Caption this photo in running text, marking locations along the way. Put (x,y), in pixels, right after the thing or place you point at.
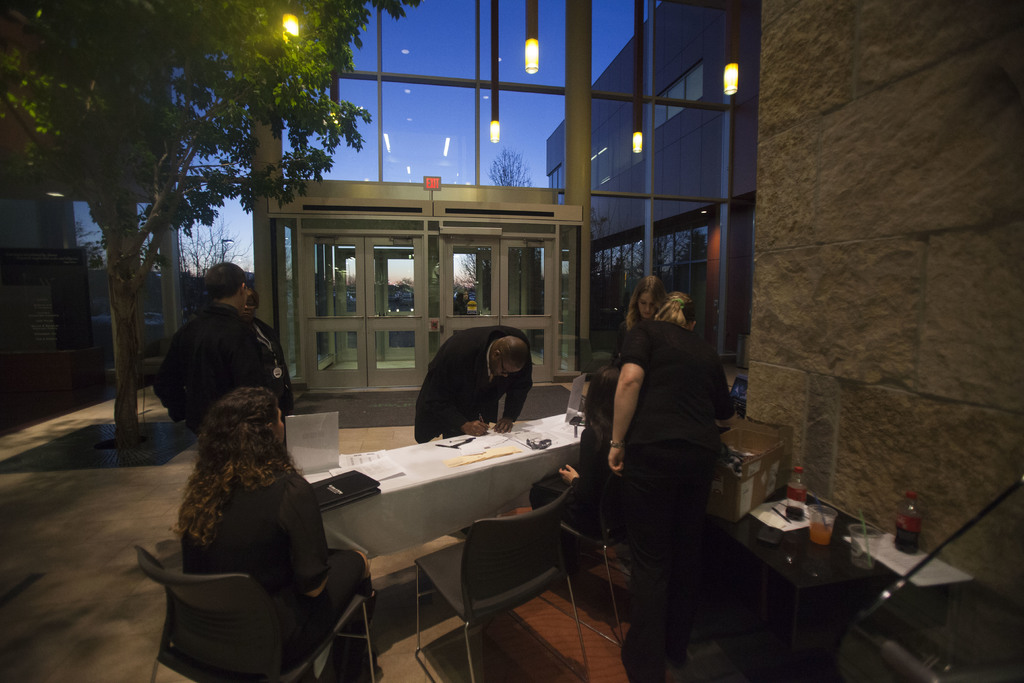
In the image there are few persons (280,423) sitting around table (407,458) with laptop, books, papers (349,469) on it, it seems to be in a lobby (569,105), over the ceiling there are lights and over the right side (1003,117) there is wall (846,215) with table (890,556) in front of it.
